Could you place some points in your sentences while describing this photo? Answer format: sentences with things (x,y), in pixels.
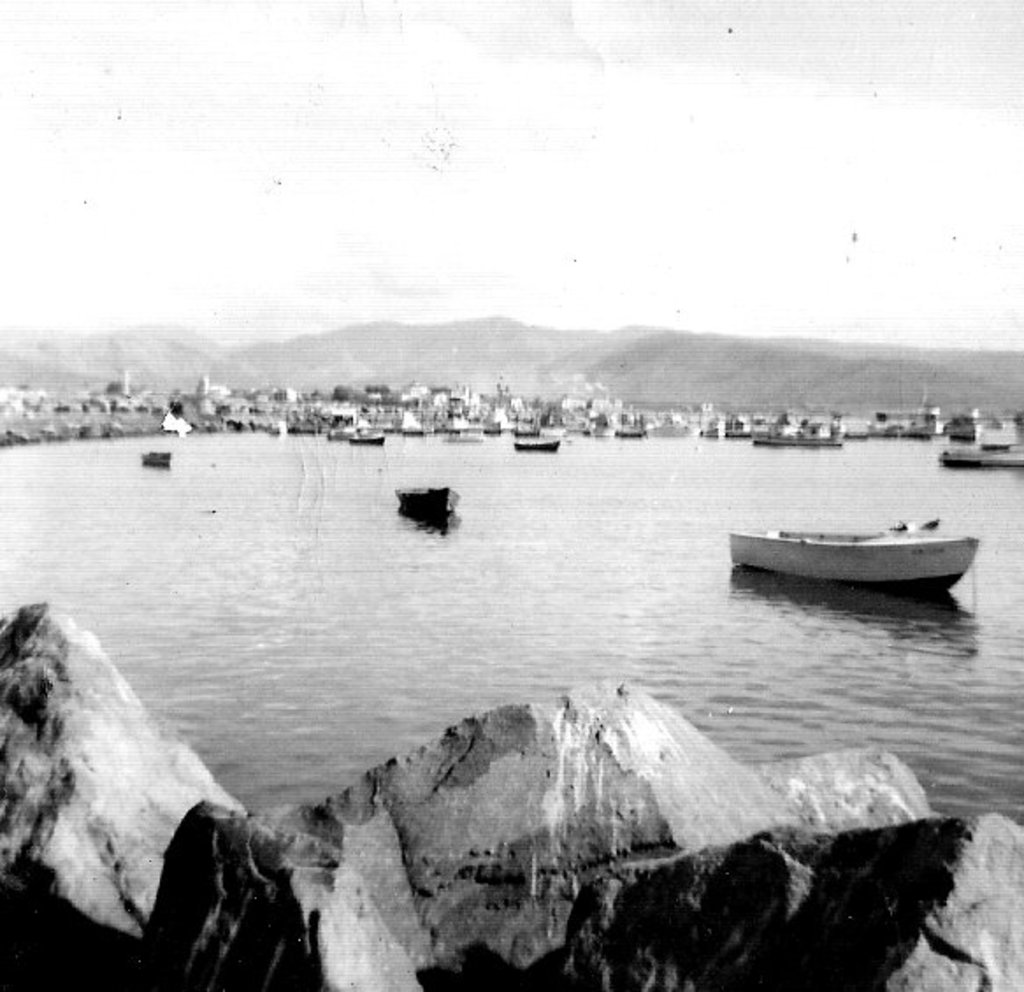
In this picture there are boats (910,534) on the water (421,455). At the back (67,393) there are buildings (67,393) and trees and mountains (456,326). At the top (626,233) there is sky (546,151). At the bottom (606,665) there is water (491,656) and there are stones (390,887).
